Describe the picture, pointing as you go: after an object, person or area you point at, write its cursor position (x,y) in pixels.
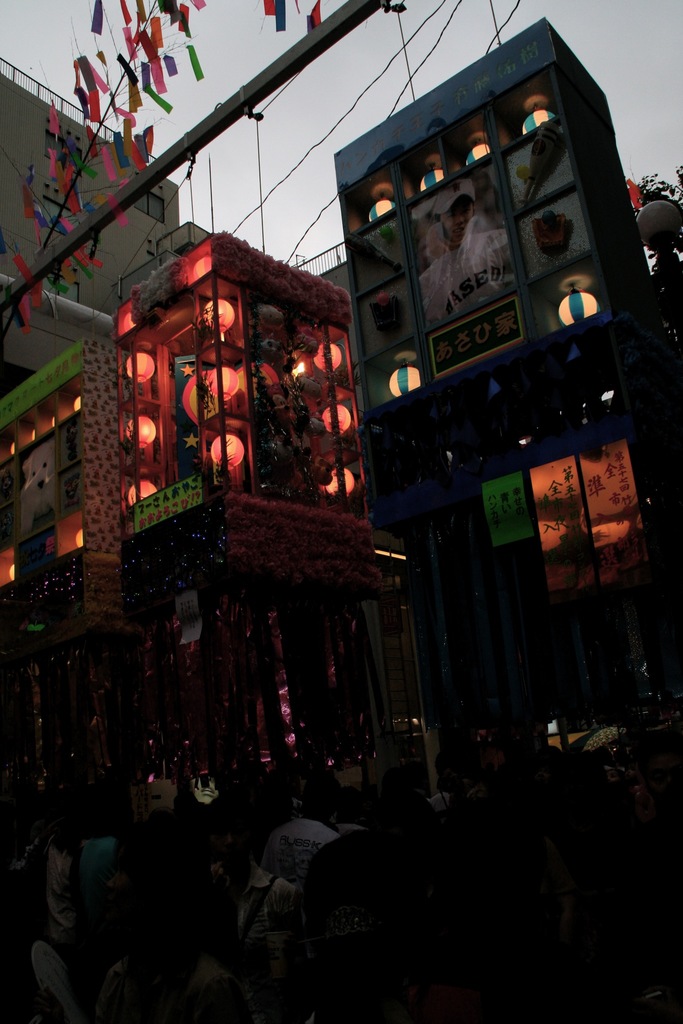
In this image there are buildings (262,491) with lights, in front of the buildings (142,545) there are a few people (230,867), at the top of the image (55,109) there are few colorful ribbons (87,115) are hanging to the rope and there is a rod (240,101). In the background (433,32) there are trees (674,253) and sky (436,35).
